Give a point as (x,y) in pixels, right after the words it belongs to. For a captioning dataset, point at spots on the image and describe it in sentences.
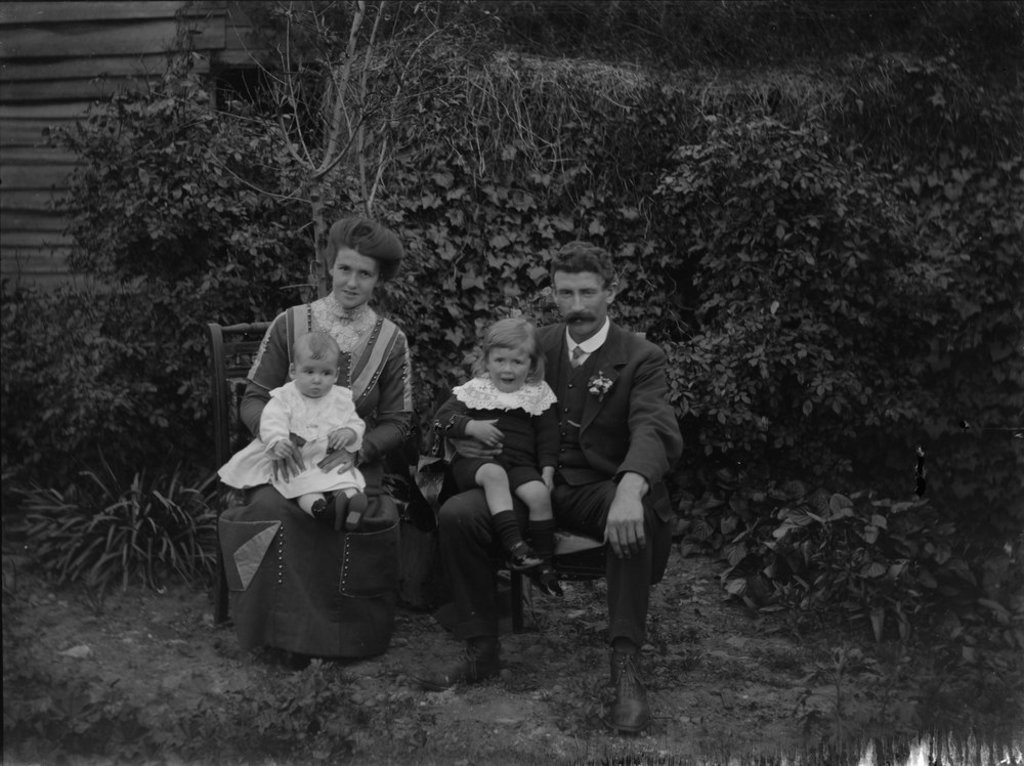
In the foreground of the picture (362,579) we can see a family (590,406) of man (586,419), woman (366,409) and two kids (334,415) and there are plants (177,510). In the background (415,46) we can see trees (372,121) and a building (115,62).
